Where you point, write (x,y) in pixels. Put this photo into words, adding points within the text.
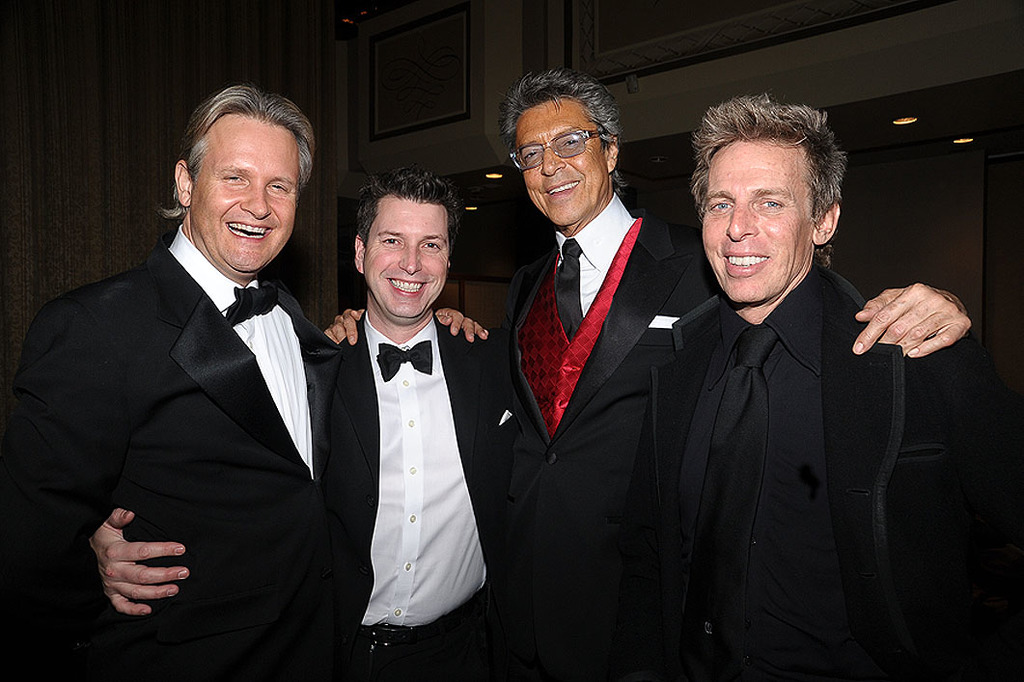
In this image we can see group of people (845,388) wearing coat (319,457) are standing. One person (593,287) is wearing spectacles (567,143). In the background (428,101), we can see frames (607,69) on the wall (695,69) and a group of lights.
